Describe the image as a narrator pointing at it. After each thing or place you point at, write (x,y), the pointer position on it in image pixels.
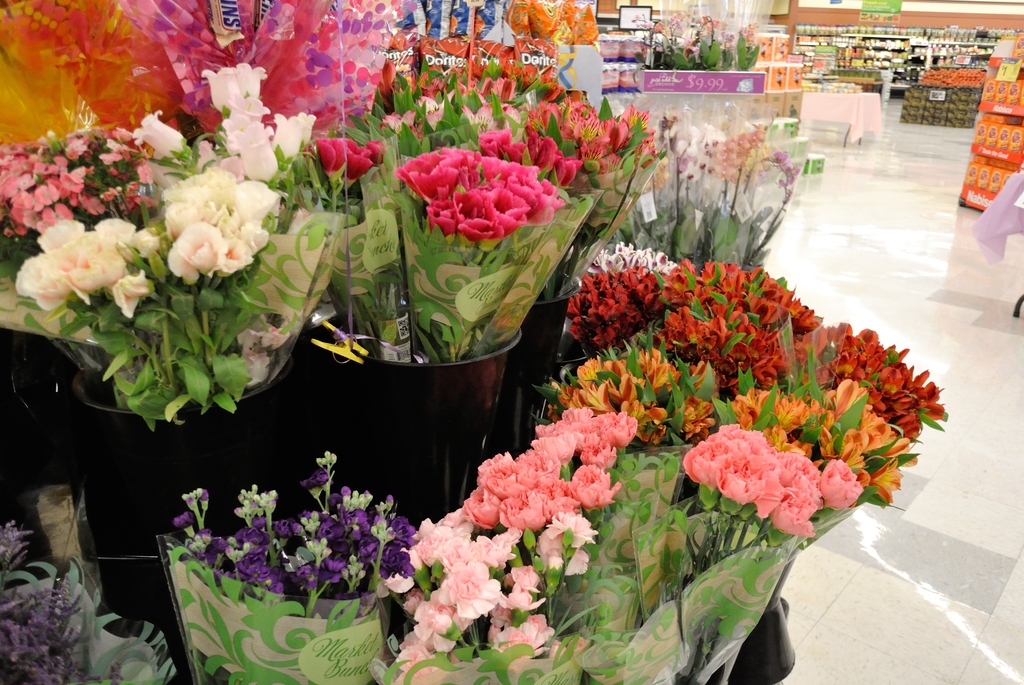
In this picture I can see there are flower bouquets (707,373) and there are different flowers (531,522) here. There are other items (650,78) in the store (731,88), visible in the backdrop (687,71).
